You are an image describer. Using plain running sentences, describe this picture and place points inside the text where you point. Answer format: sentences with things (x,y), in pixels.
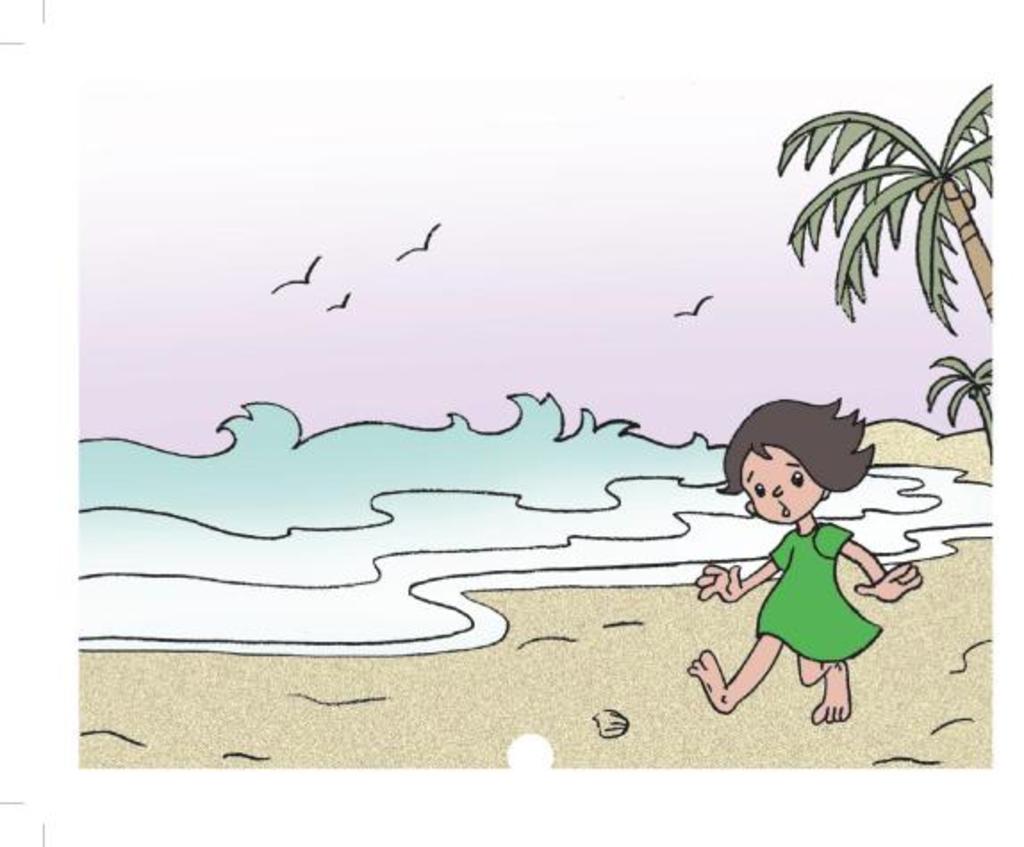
This is a drawing image of a cartoon girl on the beach side (932,598).
